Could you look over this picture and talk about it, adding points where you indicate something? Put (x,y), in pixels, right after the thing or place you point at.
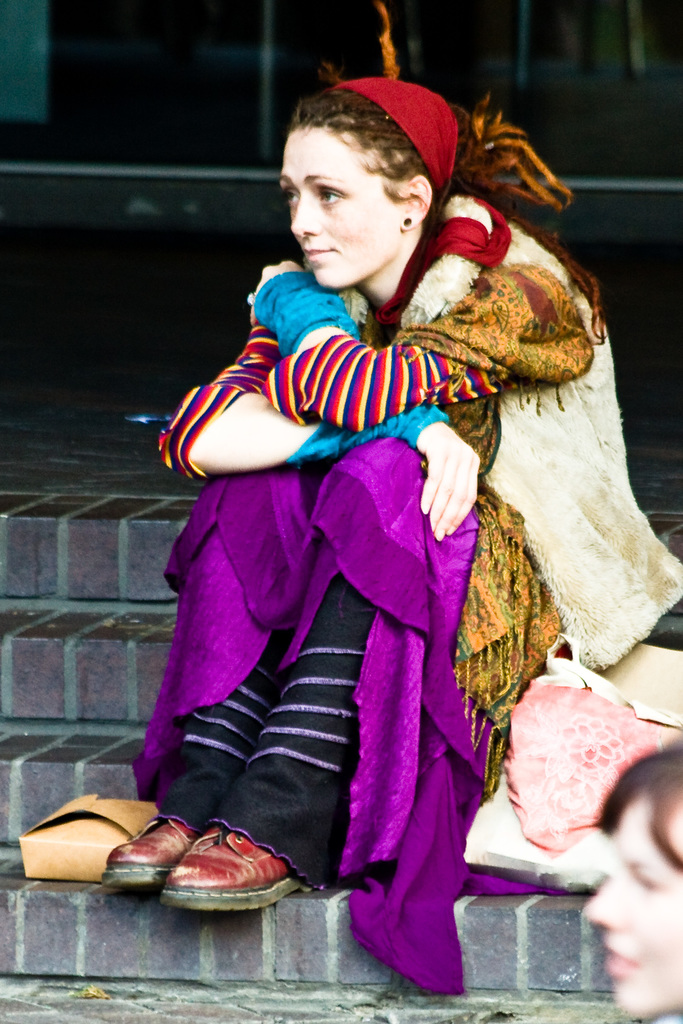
In this image, we can see a woman (426,652) is sitting on the stairs (20,721). Here we can see some objects (514,819), box (124,823). At the bottom of the image (181,980), we can see surface (100,1023). Right side (668,986) bottom corner, we can see a human face (659,914). In the background (1,247) we can see few objects (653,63).
